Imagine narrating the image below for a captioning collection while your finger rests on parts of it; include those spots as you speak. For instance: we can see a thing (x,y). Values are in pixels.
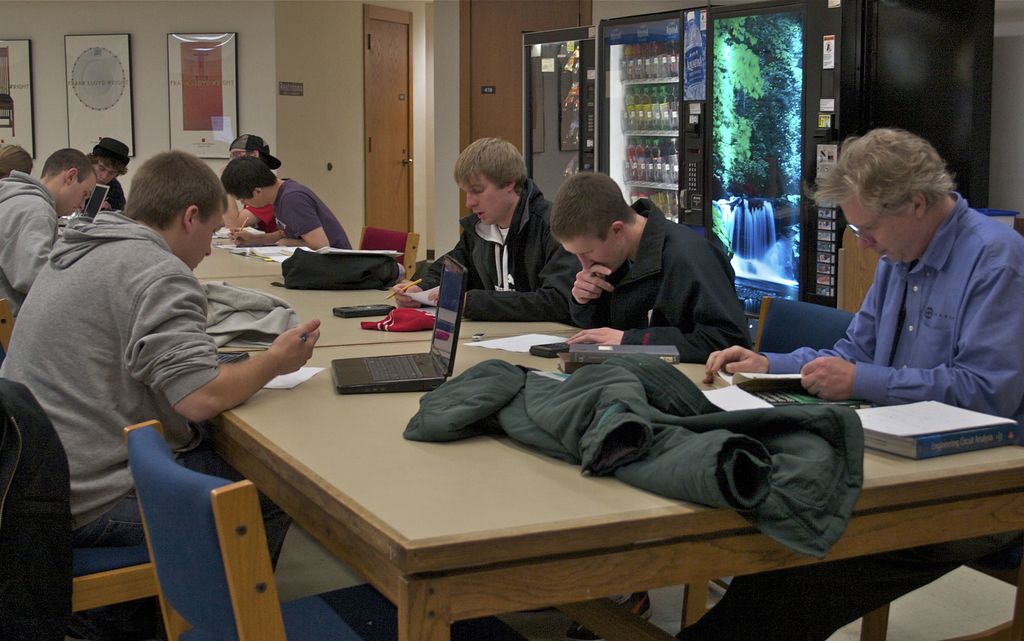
In this picture there are some boys (115,314) sitting on a chair (155,522). And to the right corner (959,284) there is man (983,328) sitting. In front of them there is a table (364,465) with a jacket (550,406), laptop (423,364), mobile phone (558,345), books (591,359) on it. In the background (706,175) there is a fridge (689,108) with water bottle (629,62) in it. On the wall (46,66) there are three frames (182,67). And to the corner there is a door (392,72).
